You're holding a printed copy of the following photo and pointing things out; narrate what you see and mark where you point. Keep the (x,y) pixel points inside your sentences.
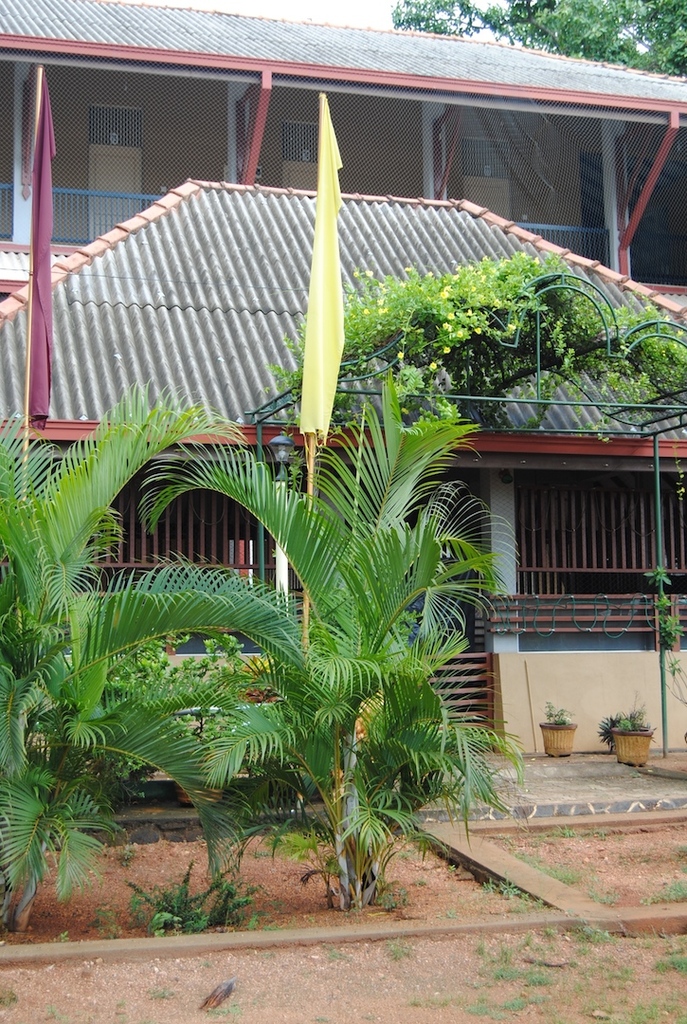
In this picture we can observe a house (349,213). There are some plants (307,699) on the ground (159,848). We can observe two flags (44,378) which were in purple and yellow colors. In the background (425,28) there is a tree (587,48).
